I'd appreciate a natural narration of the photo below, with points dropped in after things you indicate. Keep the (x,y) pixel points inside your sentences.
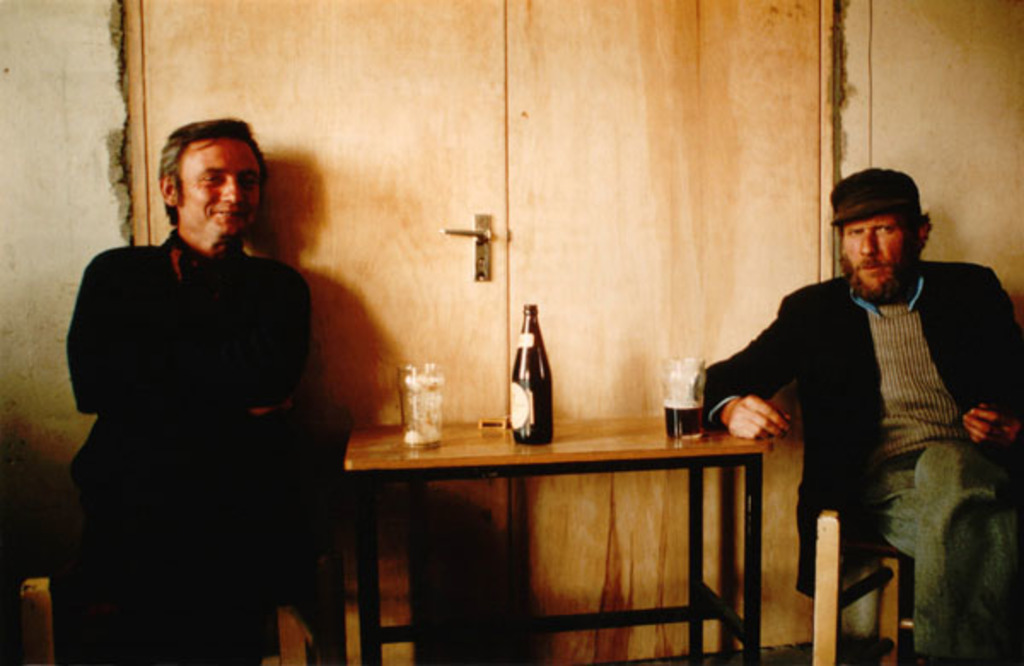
In the image we can see there is a man (870,375) who is sitting on chair (832,650) and another man (173,368) is sitting. On the table (391,438) there is a bottle glass (538,422).
